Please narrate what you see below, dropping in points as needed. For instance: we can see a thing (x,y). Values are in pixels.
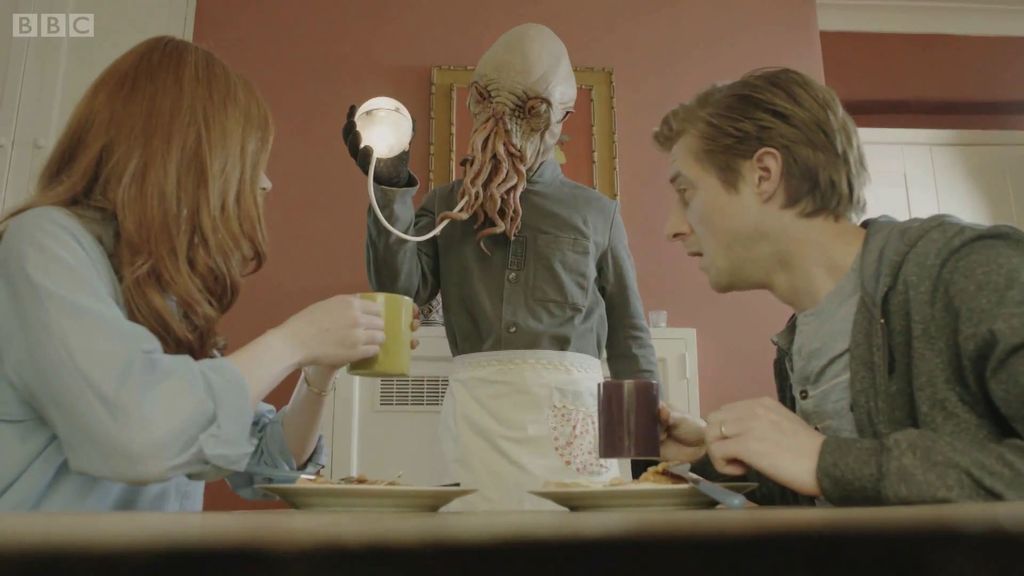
To the right side of the image (1016,484) there is a person (1003,493) wearing a jacket (978,270) and holding a cup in his hand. To the left side of the image (298,471) there is a lady (313,448) holding a cup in her hand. In the center of the image (384,273) there is a person (343,129) wearing a mask (479,92). In the background of the image (545,3) there is a wall (305,17).
